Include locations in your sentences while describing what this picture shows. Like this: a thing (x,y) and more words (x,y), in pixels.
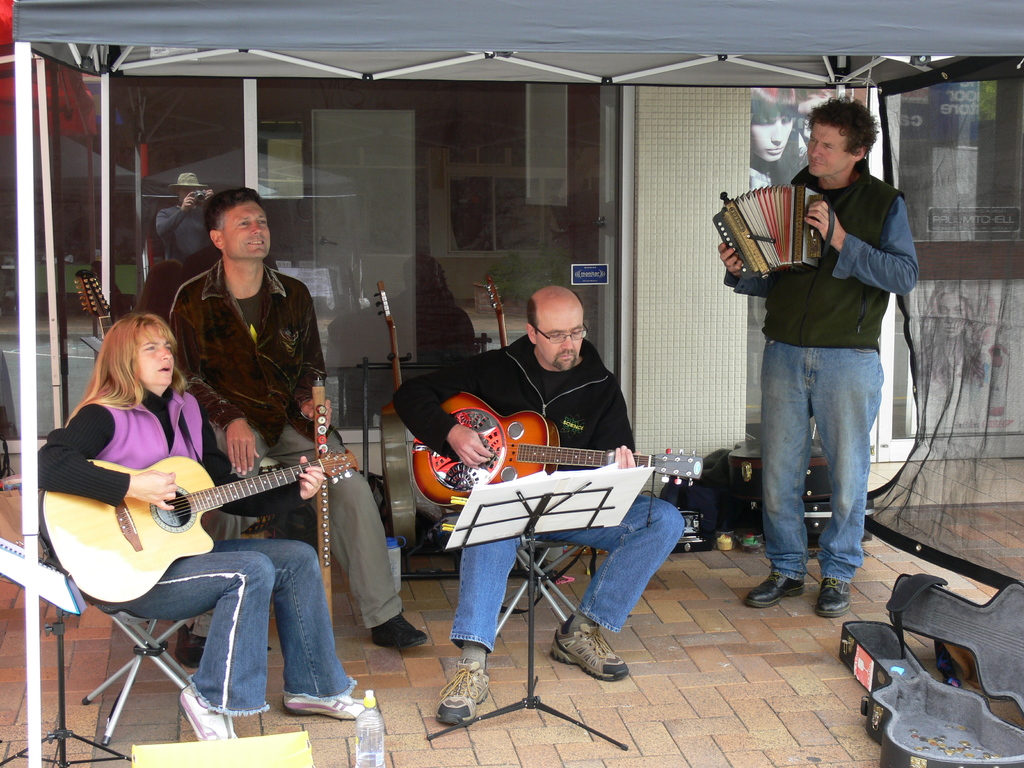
In this picture we can see two persons (295,705) sitting on the chairs (179,682). They are playing guitar (553,443). Here we can see a man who is playing some musical instrument (782,243). This is floor (744,679) and there is a bottle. On the background (361,215) there is a glass (287,186).
